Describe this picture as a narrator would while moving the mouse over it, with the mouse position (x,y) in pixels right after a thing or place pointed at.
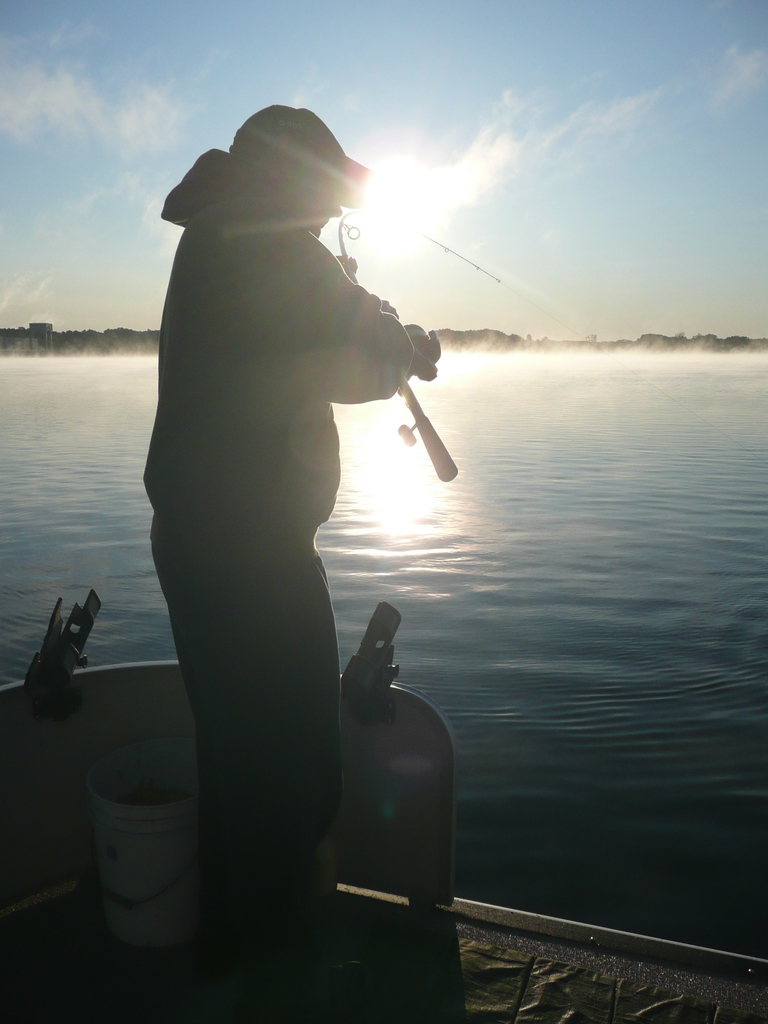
In the image in the center (383,682) we can see one boat (400,883). On boat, we can see one bucket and one person (258,466) standing and holding fishing rod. In the background (385,178) we can see sky (712,138), clouds (74,101), hill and water (510,472).
